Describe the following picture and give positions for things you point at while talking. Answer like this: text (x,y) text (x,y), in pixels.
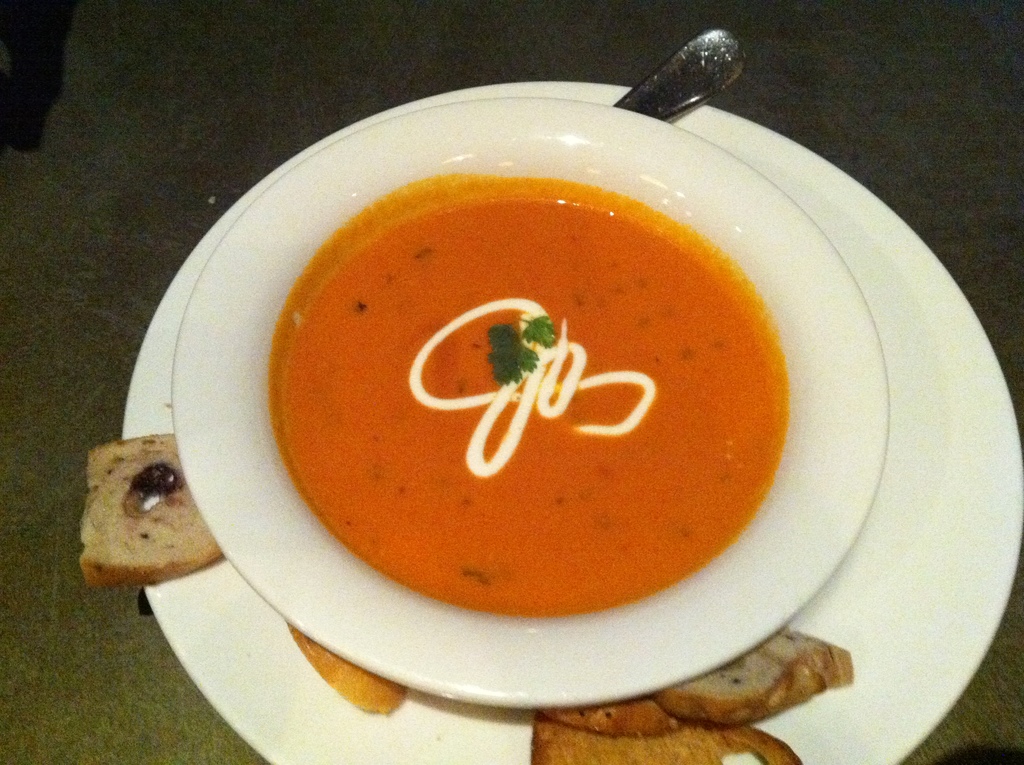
This picture shows a bowl (814,298) on the plate (795,721) with some food (391,699) and we see a spoon (649,89) on the table (156,739).
